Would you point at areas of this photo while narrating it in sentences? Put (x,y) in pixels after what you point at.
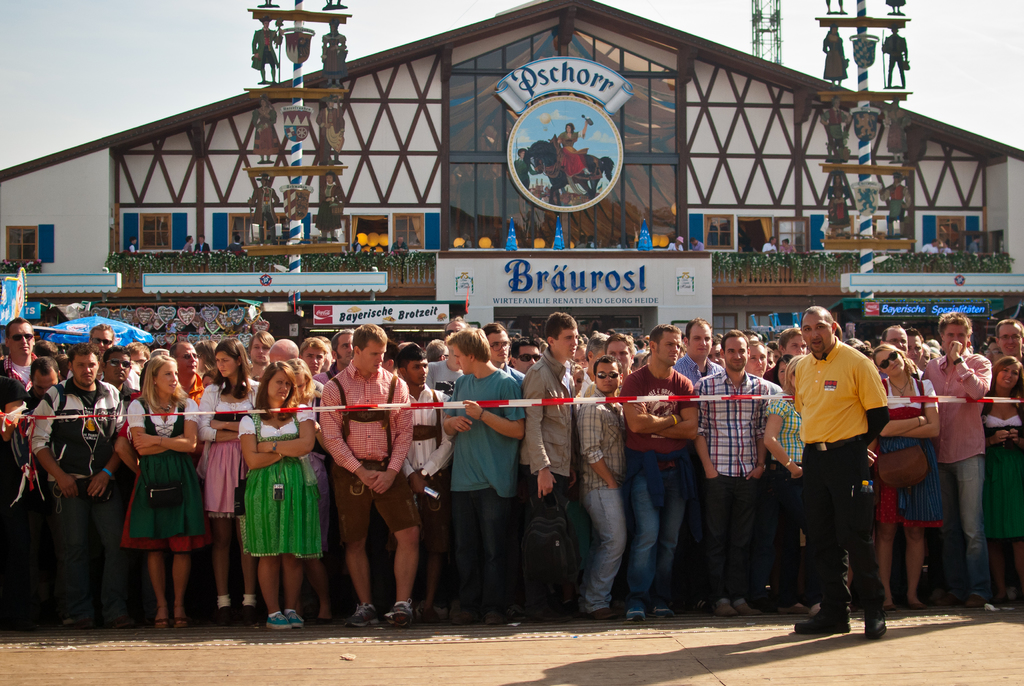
In the picture we can see a house (60,230) and in front of it we can see many people (24,325) are standing and in front of them we can see a ribbon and outside we can see a man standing and he is with yellow T-shirt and in the background (933,92) we can see sky (692,5).
